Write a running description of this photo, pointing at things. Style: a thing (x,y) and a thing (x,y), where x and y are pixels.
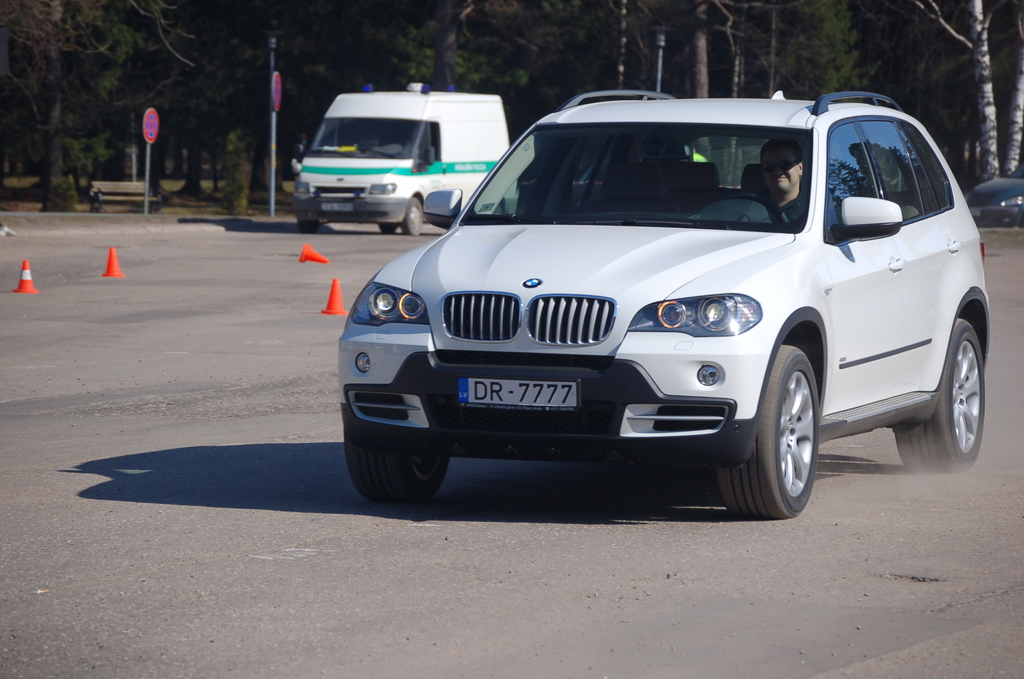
In this image we can see a few vehicles (633,333) on the road (79,268) and a person (784,204) inside the vehicle (817,211), there are few orange color objects (22,277) on the road (291,273), there are poles (271,98) with sign boards (149,124) and trees (384,52) in the background (363,57).
